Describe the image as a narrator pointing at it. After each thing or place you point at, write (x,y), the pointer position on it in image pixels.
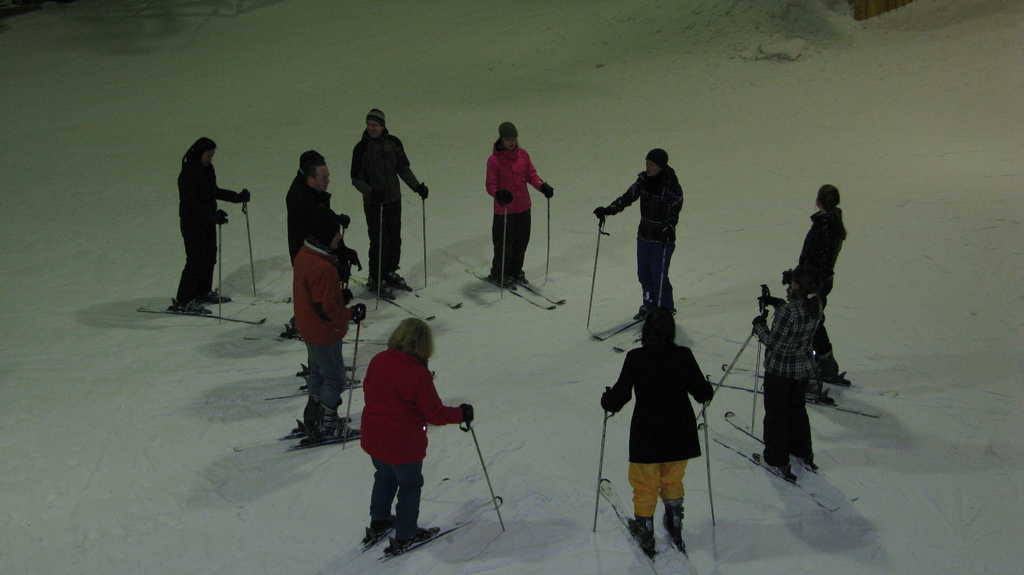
In the image there are few persons (368,167) standing in skis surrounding each other on the snow land (394,98).
